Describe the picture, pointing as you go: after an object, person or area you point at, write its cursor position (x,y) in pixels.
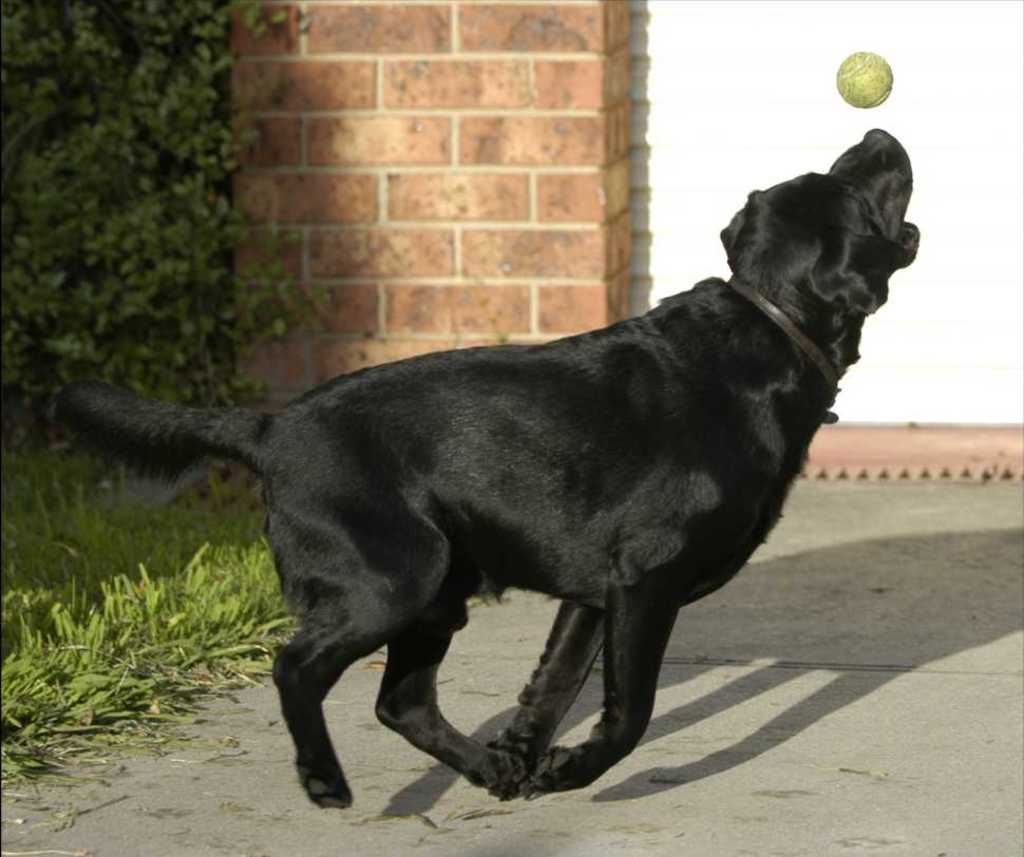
In this image we can see a dog (609,523) and a ball (868,83), there are some trees (208,173), grass (147,651) and the wall (487,183), also we can see a white wall (829,50).
